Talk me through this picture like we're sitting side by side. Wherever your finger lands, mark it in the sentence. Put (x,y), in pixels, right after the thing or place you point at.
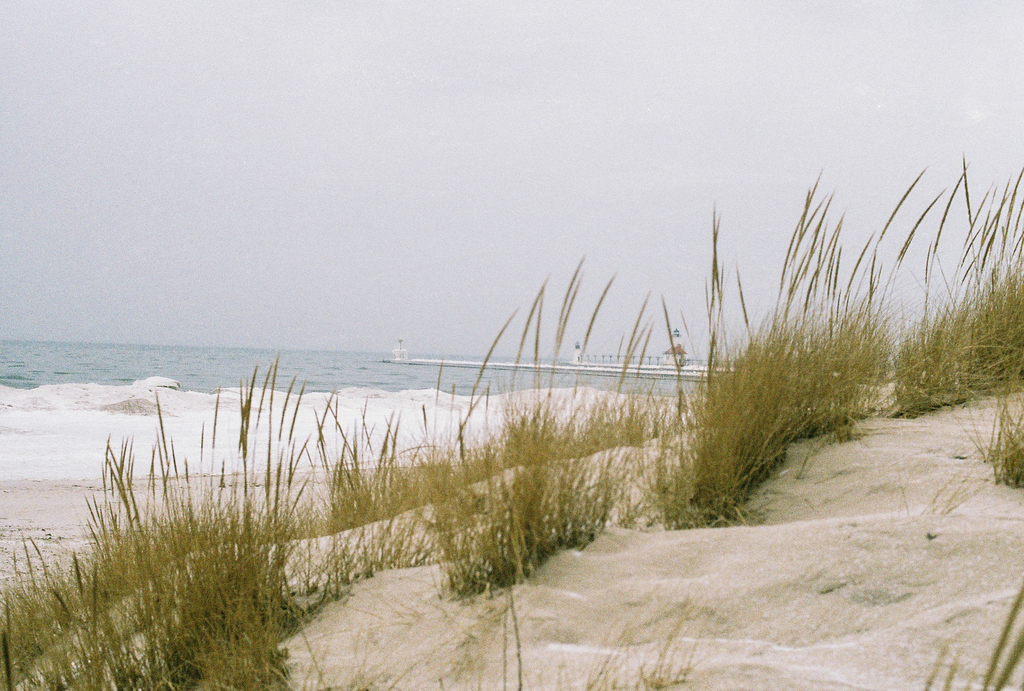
In this picture there is few grass (769,413) in between the sand (607,532) and there is water (286,357) and some other object (681,346) in the background (389,368).
